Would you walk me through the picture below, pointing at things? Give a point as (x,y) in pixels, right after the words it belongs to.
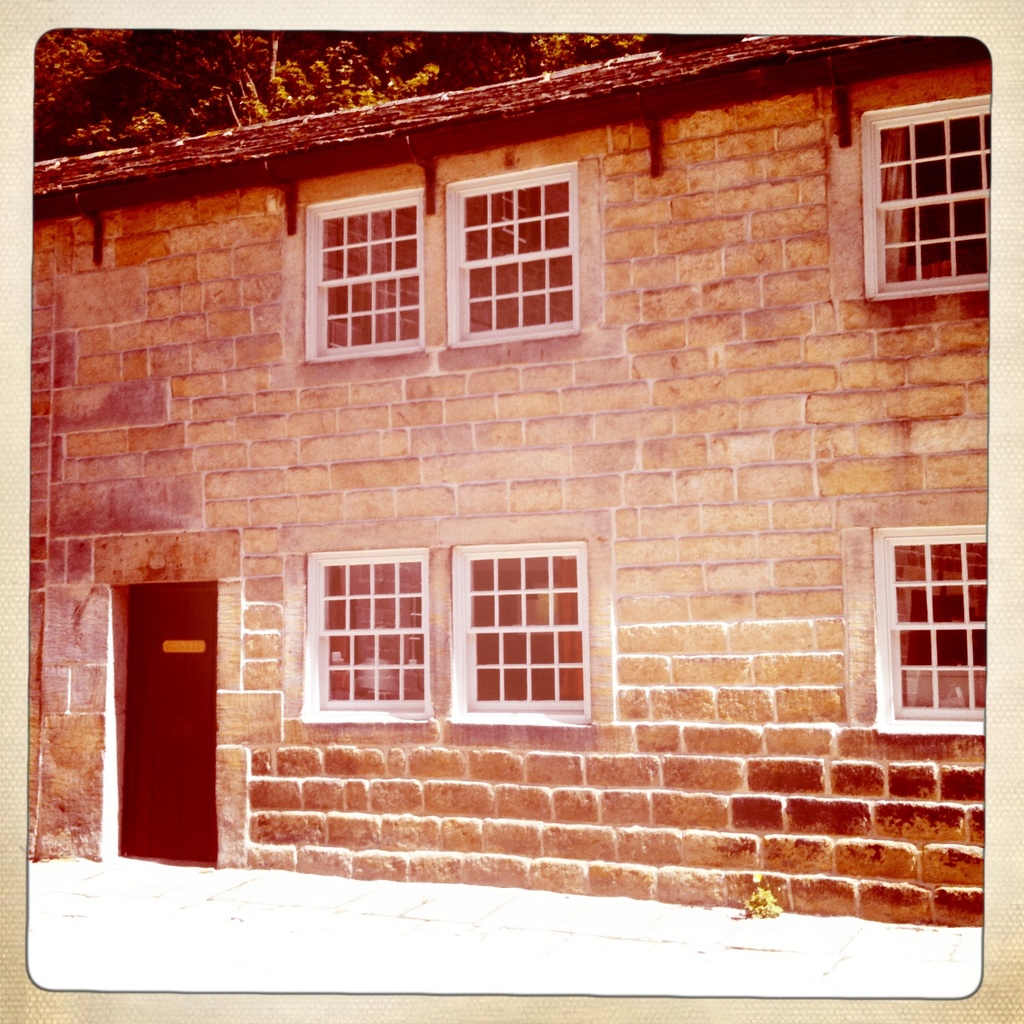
In this picture we can see the old image of the brown brick wall (289,758) and white window glass (428,586).
